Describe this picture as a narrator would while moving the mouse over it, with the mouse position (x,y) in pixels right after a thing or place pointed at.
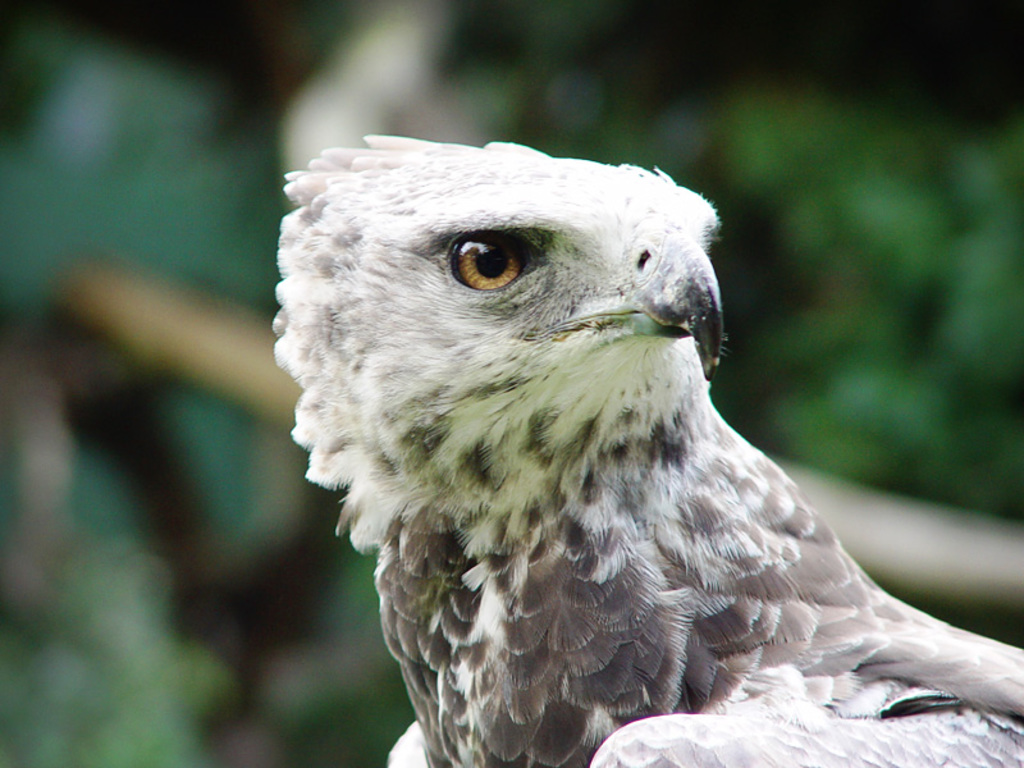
In this picture we can see a bird (670,426). In the background of the image (725,155) it is blurry.
